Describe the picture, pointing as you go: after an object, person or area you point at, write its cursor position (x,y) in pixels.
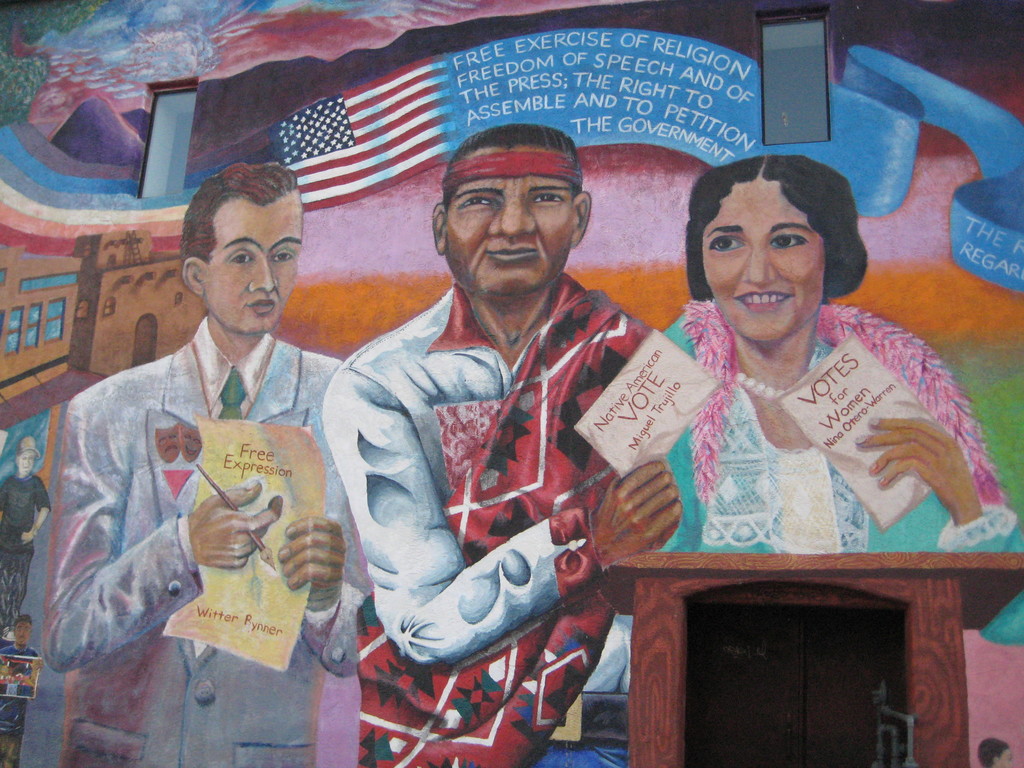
In this picture we can see painting (195,259) of 3 people (257,166) standing in front of a podium (640,673) and holding paper (629,385) in their hands (639,509). In the background (376,146), we can see the US flag (341,119).
